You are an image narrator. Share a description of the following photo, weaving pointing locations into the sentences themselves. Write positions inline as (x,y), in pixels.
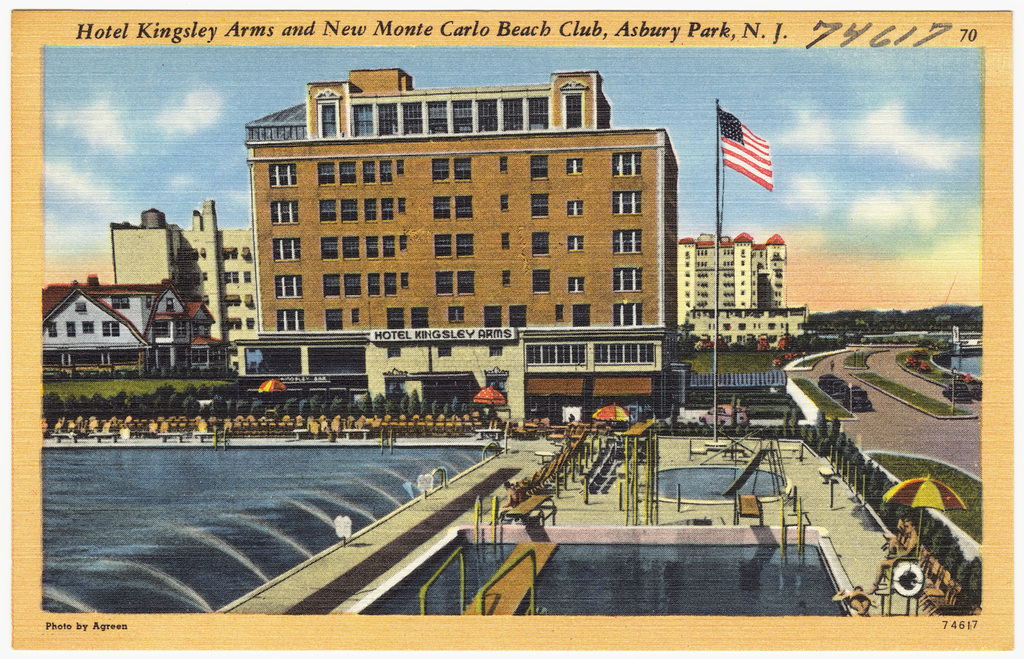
In this image there are so many buildings (584,354), in-front of that there is a park (757,422), swimming pool (782,571), fountain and pole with flag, also there are some trees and road (934,435) beside the building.
